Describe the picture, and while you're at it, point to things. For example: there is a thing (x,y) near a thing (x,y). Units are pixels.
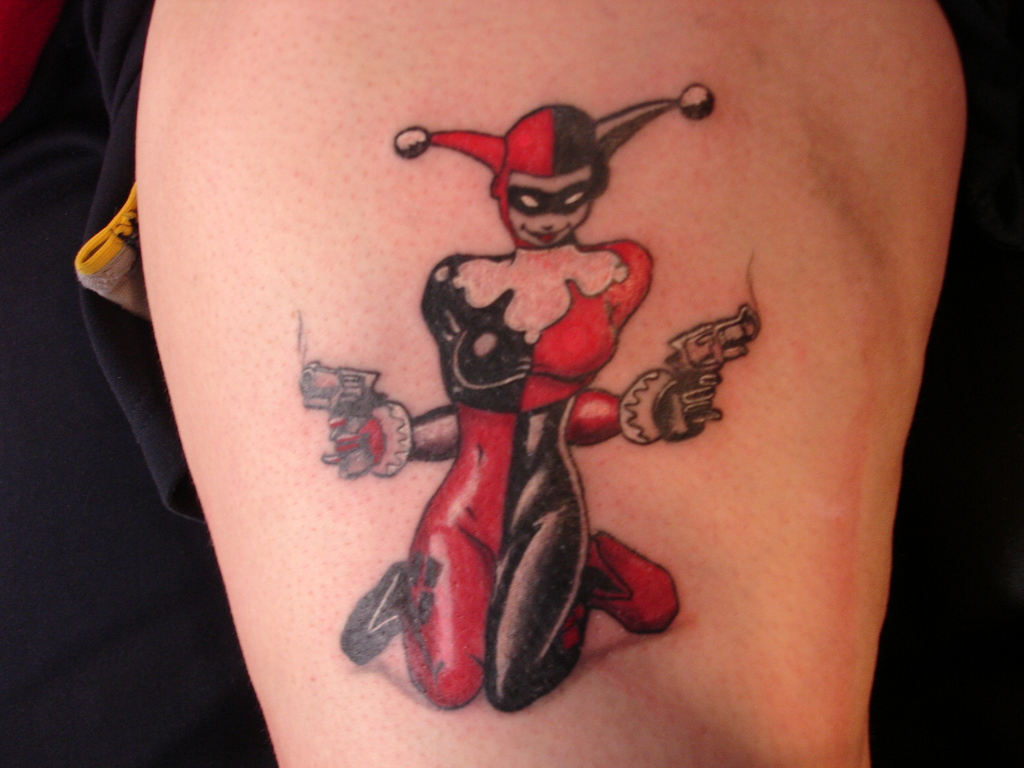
This image consists of a limb (574,358). On that there is a tattoo (458,568) of some cartoon (400,565).
